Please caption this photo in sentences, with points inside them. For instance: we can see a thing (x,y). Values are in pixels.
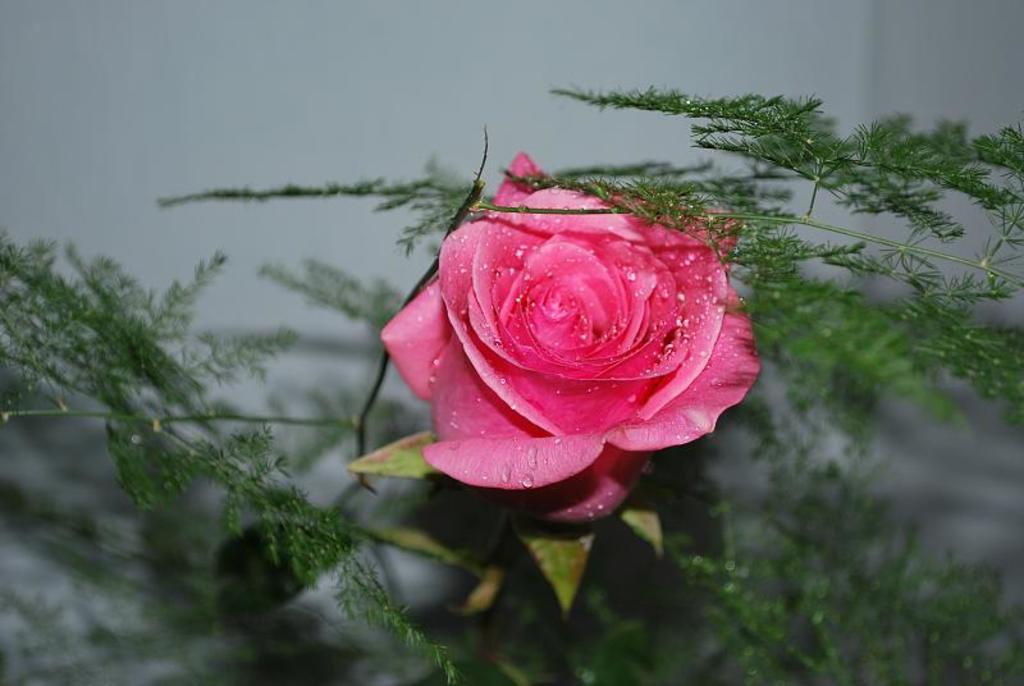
In this picture there is a pink rose flower (593,274) on the plant (596,624). In the foreground (538,187) there are other plants (940,310) and there are water droplets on the flower (553,375). At the back (472,90) there is a wall (504,78).
